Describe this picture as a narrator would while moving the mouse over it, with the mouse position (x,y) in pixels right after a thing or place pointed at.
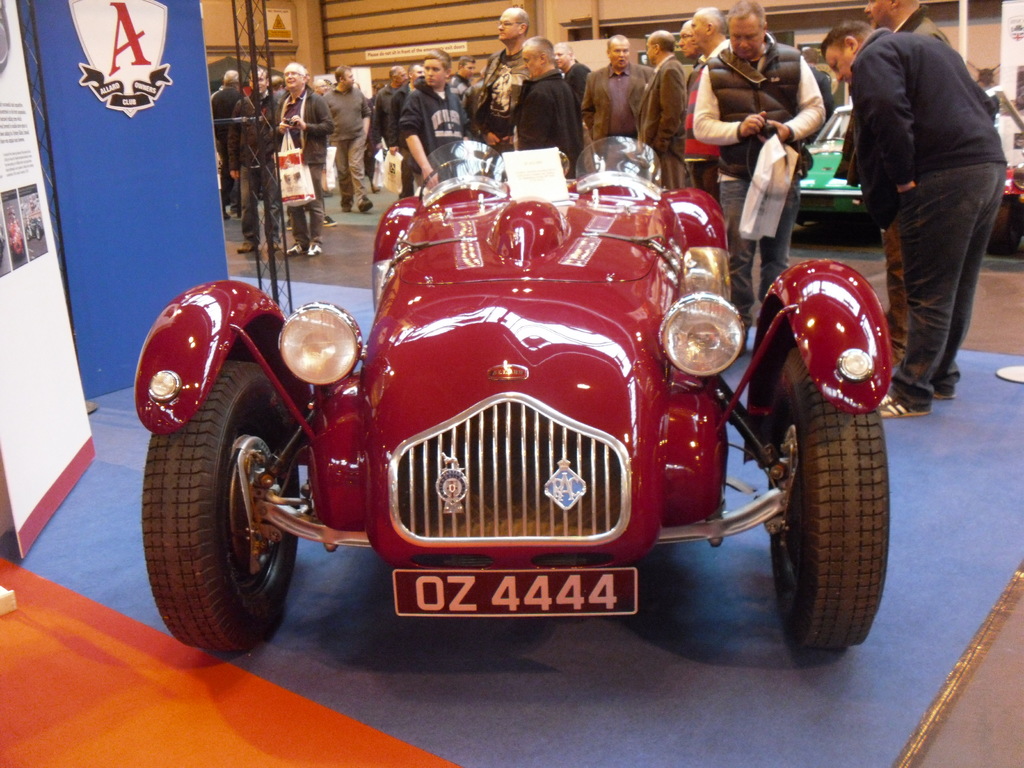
In the image there is a vehicle (529,391) kept for an expo and on the left side (120,144) there are two banners (125,144), around the vehicle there are many people (764,93) and there are some other vehicles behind the people (879,101) on the right side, in the background (282,27) there is a wall (380,18).
